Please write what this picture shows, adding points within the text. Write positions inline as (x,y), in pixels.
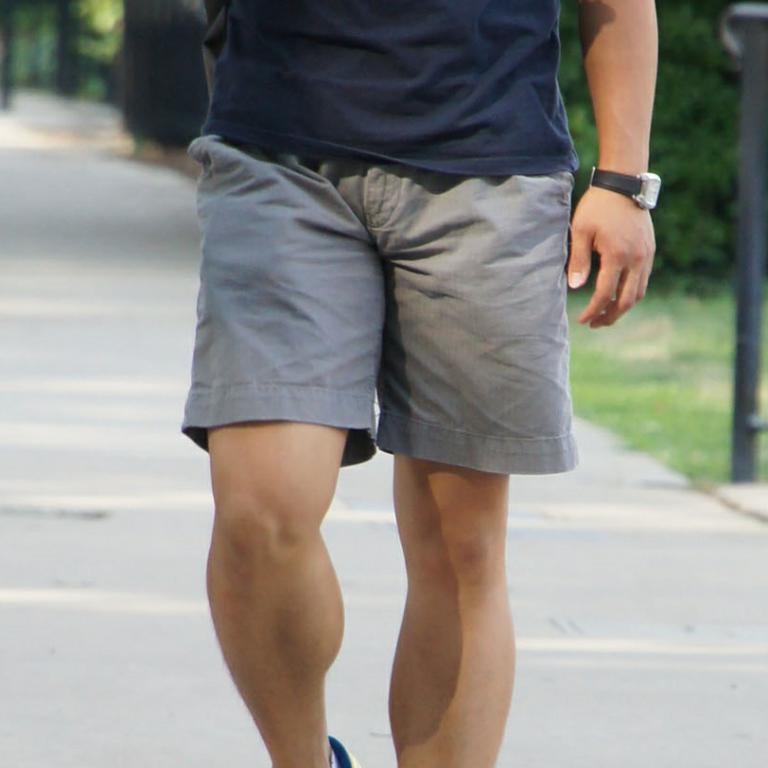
In the image it looks like there is a man (299,282), only the half part of the body (417,179) is visible in the picture.
